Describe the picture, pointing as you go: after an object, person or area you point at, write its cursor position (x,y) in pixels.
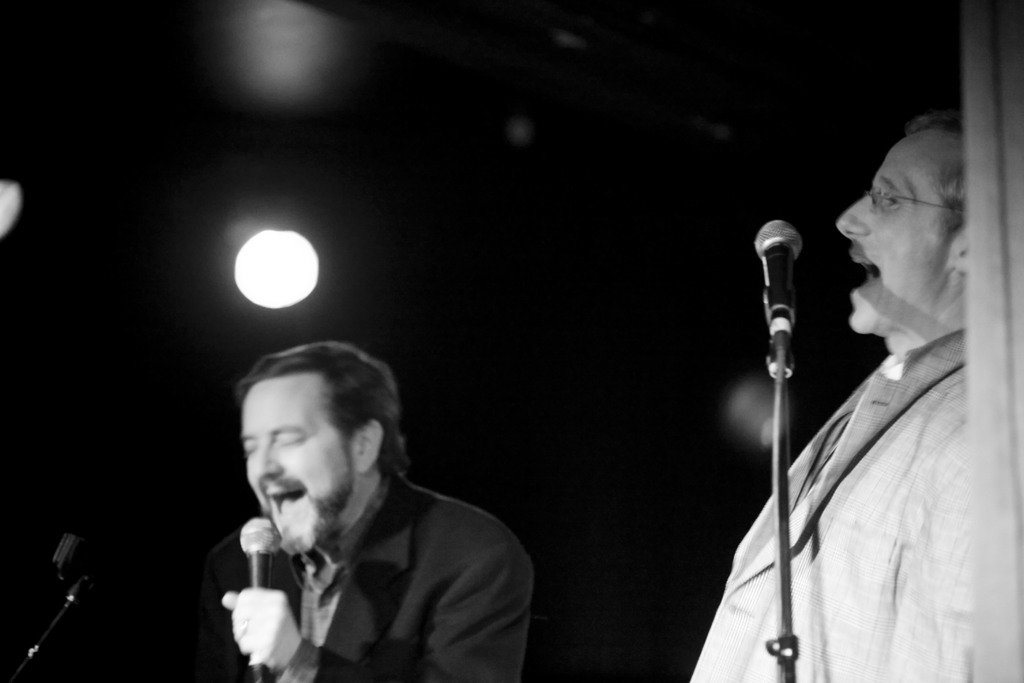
In this picture we can see two men (925,258) where here person (879,458) wore blazer (889,430), spectacle (923,204) and they both are singing on mics (270,566) and in background (167,280) we can see light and it is dark.
